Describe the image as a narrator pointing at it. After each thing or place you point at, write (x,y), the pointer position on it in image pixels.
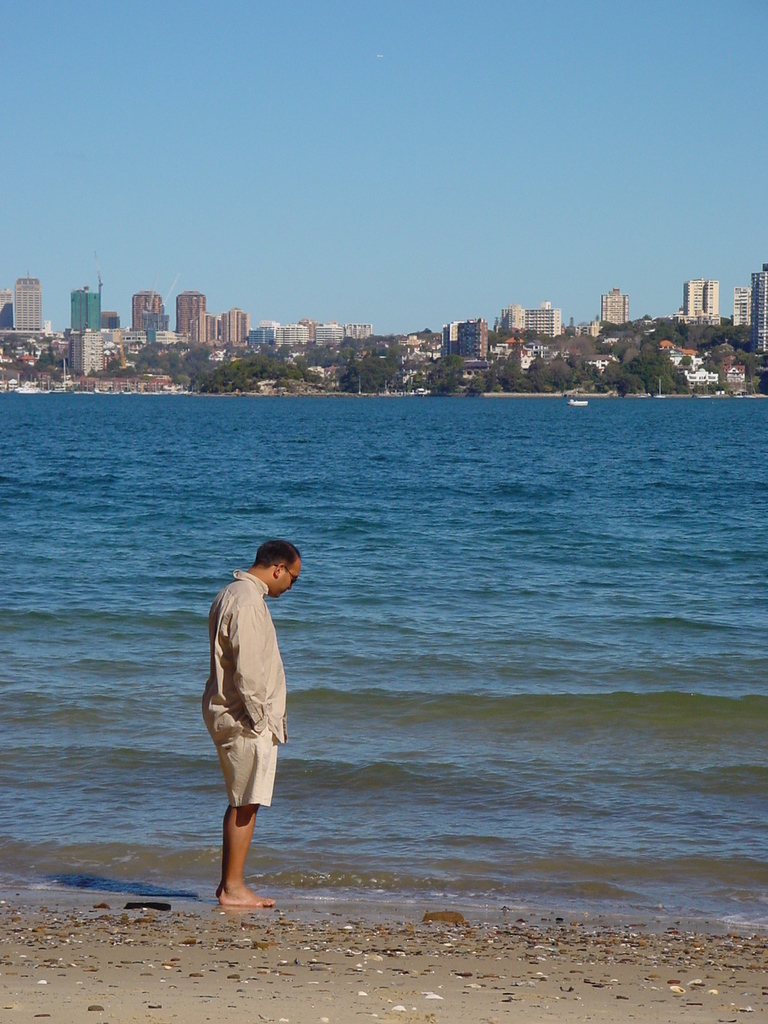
In this image, we can see a person (252,715) is standing on the seashore (286,952). Background (15,464) we can see water (553,518), trees (748,386), buildings (735,382), poles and sky (501,211).
